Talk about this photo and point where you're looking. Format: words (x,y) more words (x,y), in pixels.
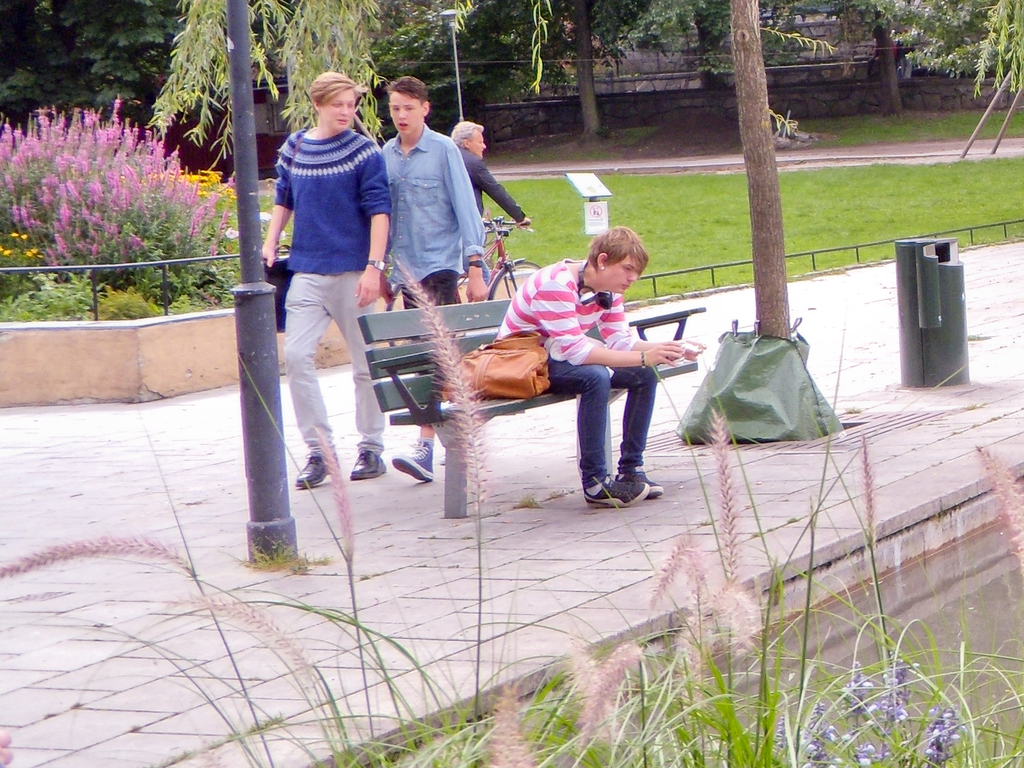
In this image i can see a man (603,256) sitting on a bench (633,332) there is a bag (544,373) beside him at the back ground (363,200) i can see three people (432,240) standing on road (634,317) and a bi-cycle (499,271), a small plant (189,221) and a pole (241,194).
